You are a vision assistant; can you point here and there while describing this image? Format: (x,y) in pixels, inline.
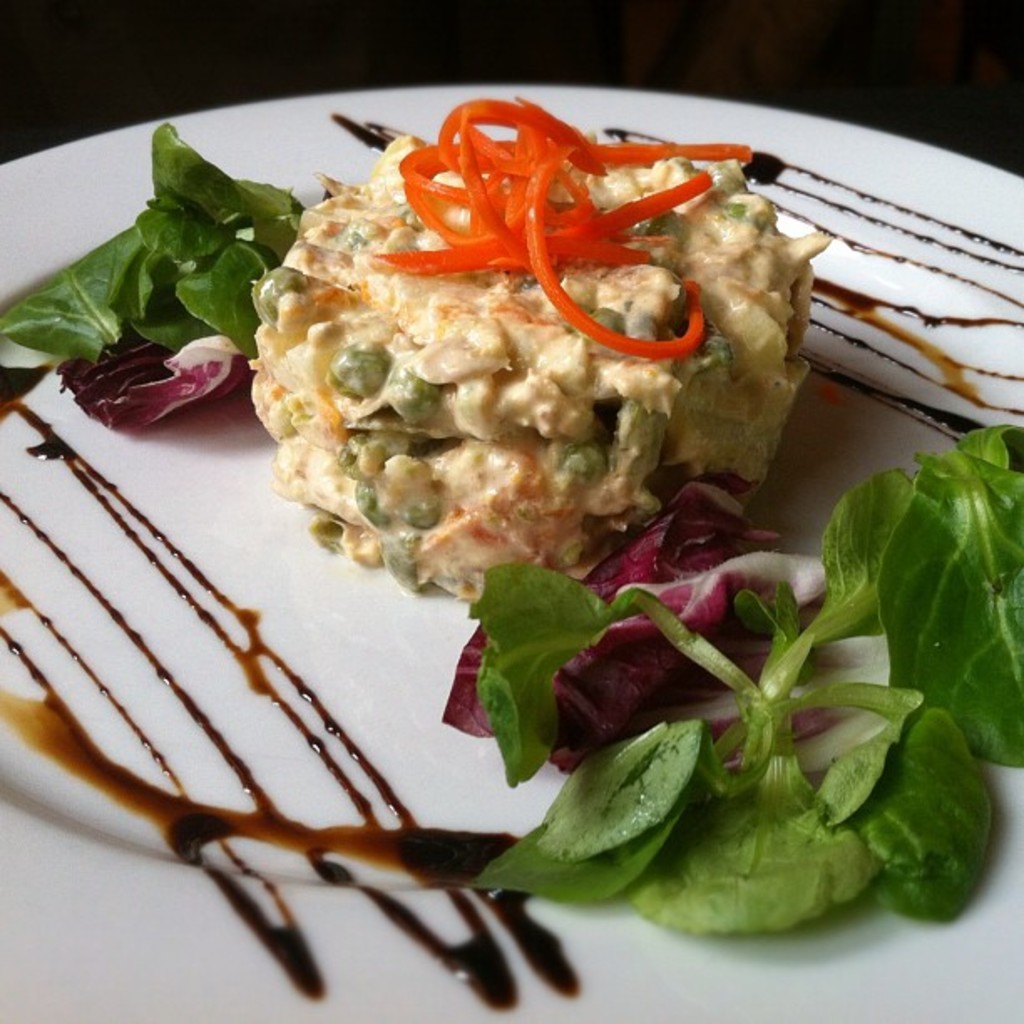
In this image we can see a food item (232,227) is kept on the white color plate (1007,328). The background of the image (125,55) is dark.
